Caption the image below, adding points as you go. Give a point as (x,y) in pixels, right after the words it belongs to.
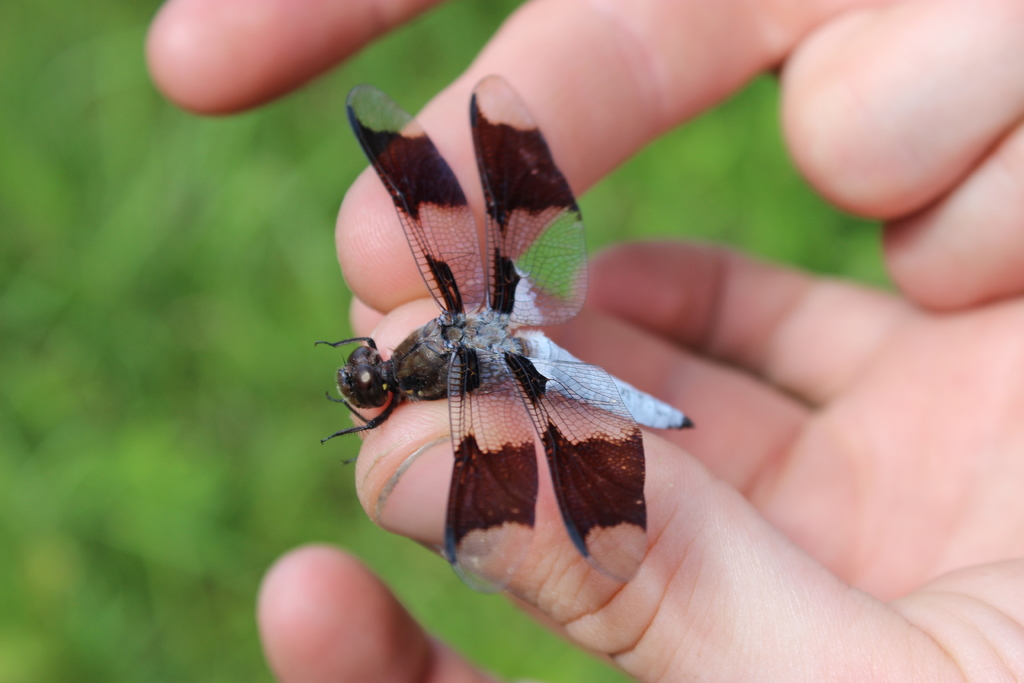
In this image I can see hands (657,255) of a person (732,299) and I can see this person (399,417) is holding an insect (453,544). In the background (220,298) I can see green colour and I can see this image is little bit blurry in the background (143,422).
